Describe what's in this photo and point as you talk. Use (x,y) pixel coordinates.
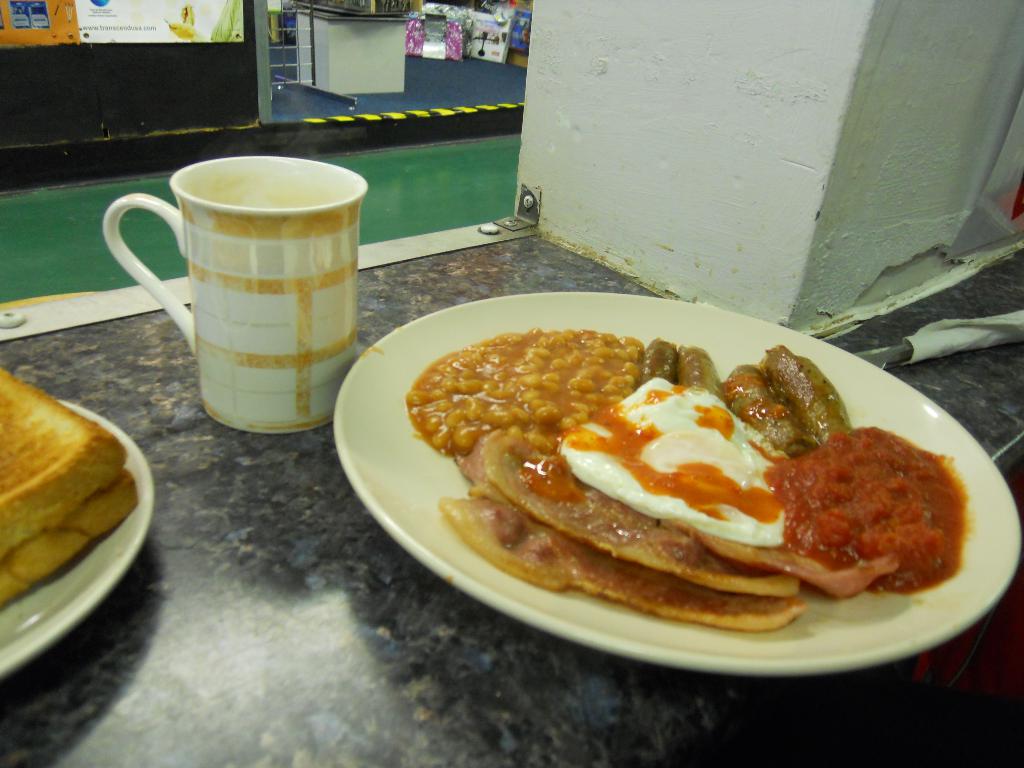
In this image there are two plates (383,440), on a stone surface (404,298) in that plates (133,535) there is a food item (608,472) and there is a mug (307,338), in the top right (714,100) there is a pillar (596,189), in the background (450,210) there is a mat (352,166) and there is a board (249,54), on that board (239,117) there are some posters (238,34) and few objects (401,67).
